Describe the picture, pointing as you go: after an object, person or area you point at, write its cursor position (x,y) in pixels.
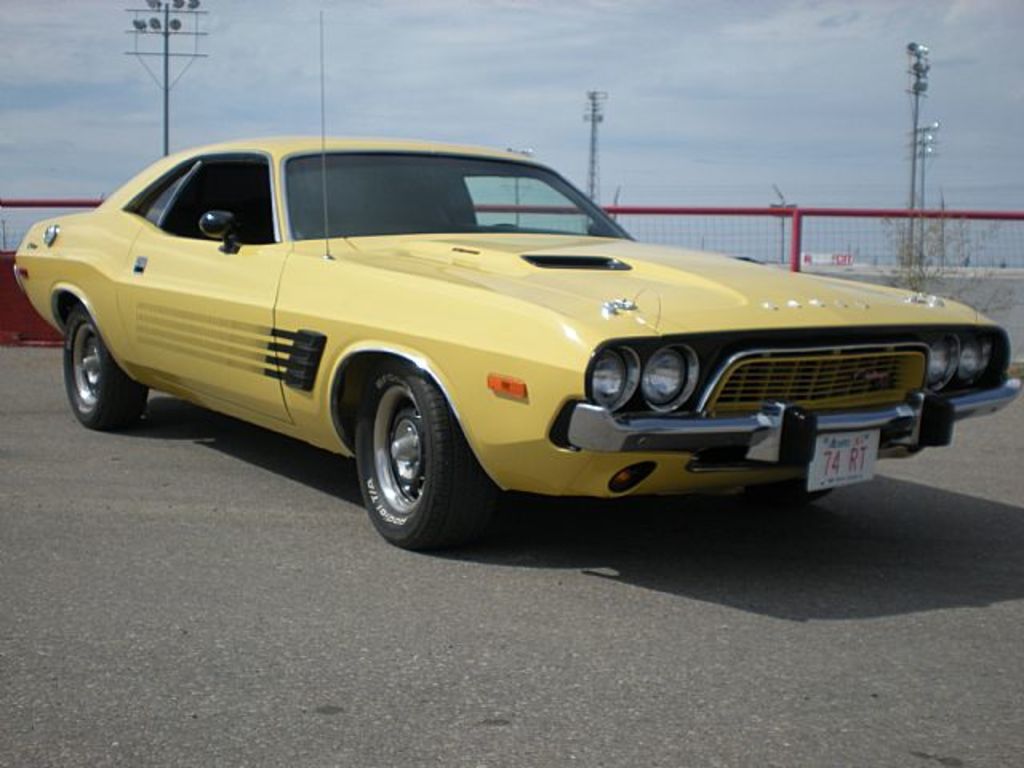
In this picture, we can see a vehicle (598,368), road (726,587), fencing (973,246), ground (971,288), poles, lights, towers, some red color object (4,254) on the left side of the picture (15,312), and the sky (650,94).
